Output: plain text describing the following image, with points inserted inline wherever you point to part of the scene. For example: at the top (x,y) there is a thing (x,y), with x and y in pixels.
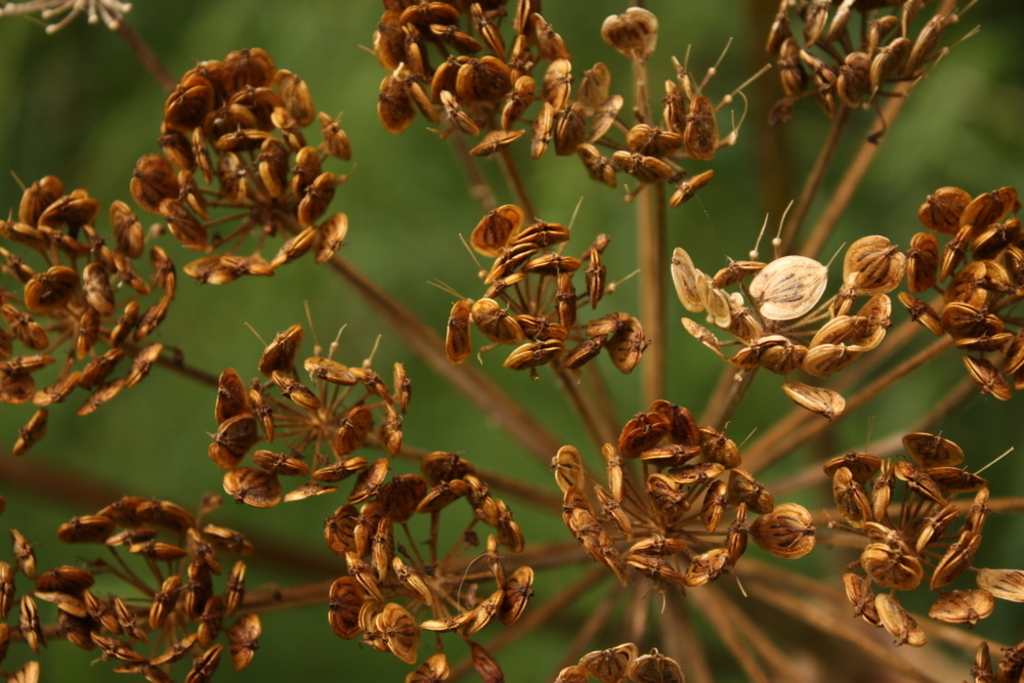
These are the dried flowers (712,340) of a plant (719,472).
